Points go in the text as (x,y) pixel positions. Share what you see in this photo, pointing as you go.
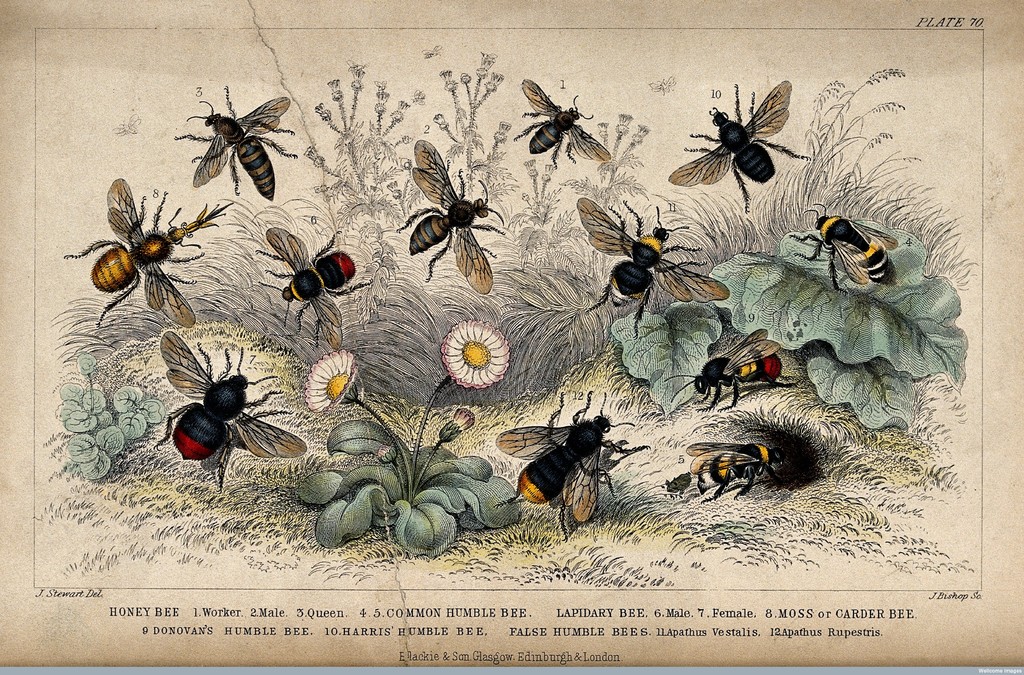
In this image we can see insects (200,137), flowers (348,359), plants (527,386) and some text (461,655) on the paper (38,623).
